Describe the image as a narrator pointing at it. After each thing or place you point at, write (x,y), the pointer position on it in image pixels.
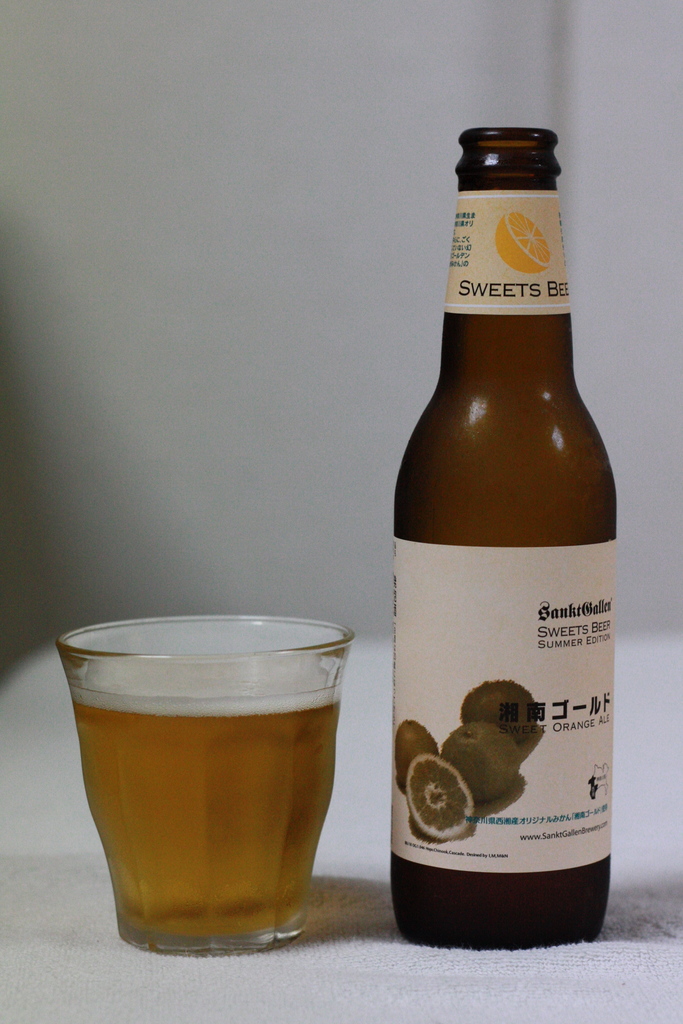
In this image I can see the white colored surface (336,966) and on it I can see a glass (273,853) with liquid (239,743) in it and a bottle (503,489) which is brown in color and a cream colored sticker (479,641) attached to the bottle (540,716). I can see the white colored background (354,306).
